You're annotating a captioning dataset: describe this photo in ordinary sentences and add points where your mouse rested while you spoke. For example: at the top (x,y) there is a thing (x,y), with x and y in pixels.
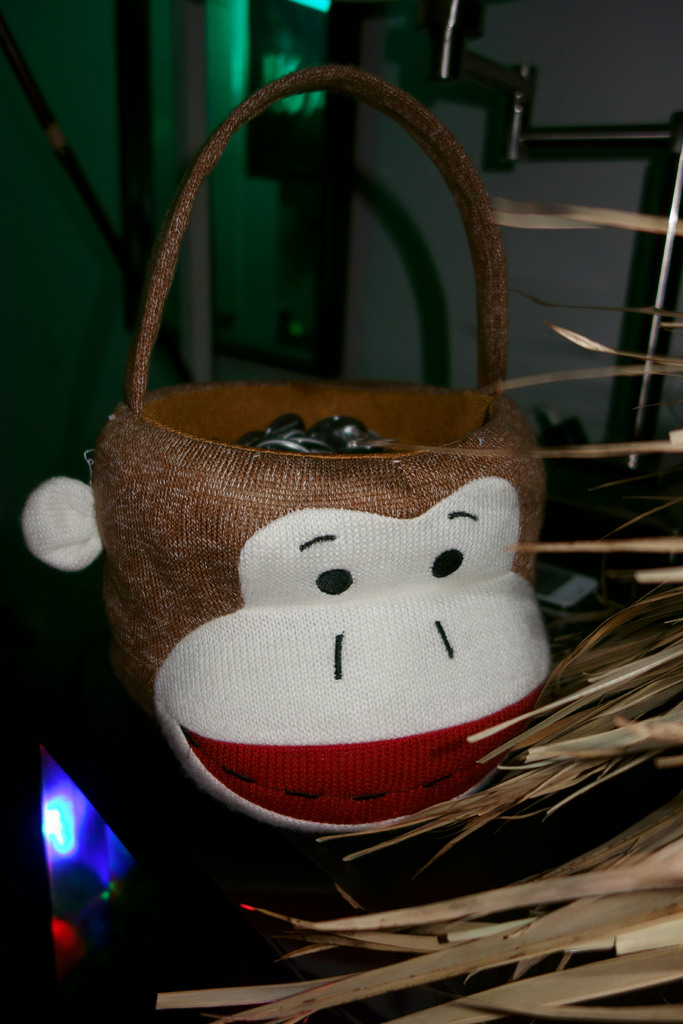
In this picture I see a basket (288,520) in front (383,646) and I see the brown color things (580,975) on the right side of this image (588,710) and I see the light (103,845) on the left bottom of this image (68,812). In the background (415,166) I see the wall (397,144).
